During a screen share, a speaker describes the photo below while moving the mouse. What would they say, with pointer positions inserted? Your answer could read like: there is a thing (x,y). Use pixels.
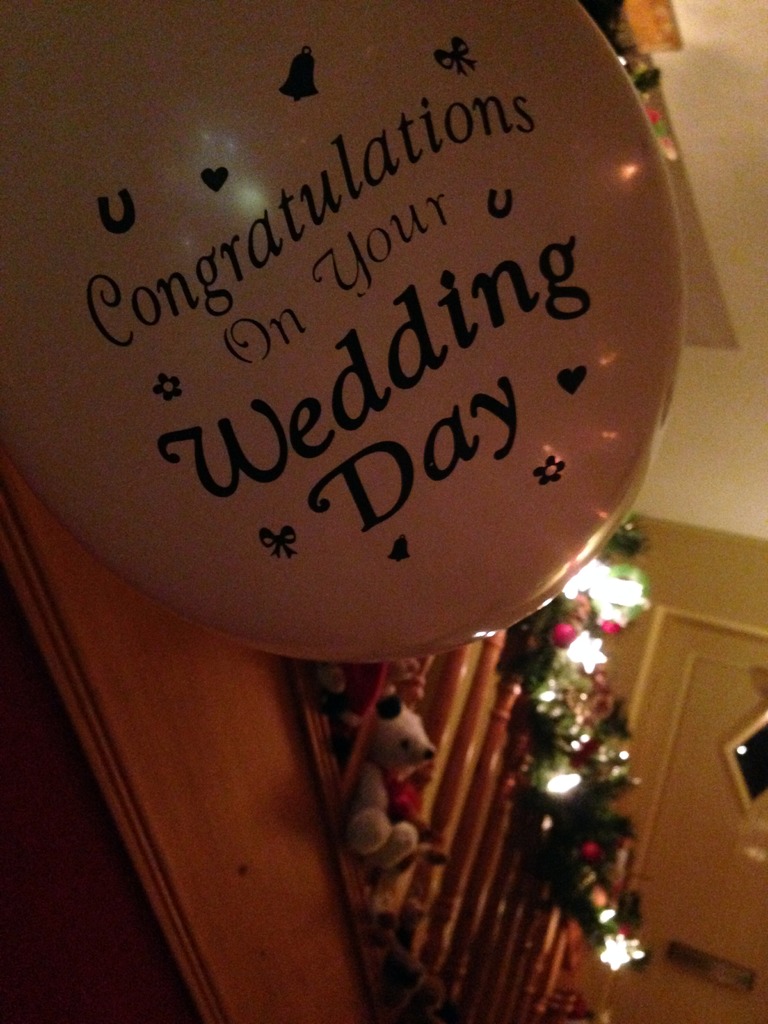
In this picture I can see at the bottom (585,753) there is a doll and there are lights (574,778). At the top (377,58) there is a balloon (442,390) with text (421,368) on it.
